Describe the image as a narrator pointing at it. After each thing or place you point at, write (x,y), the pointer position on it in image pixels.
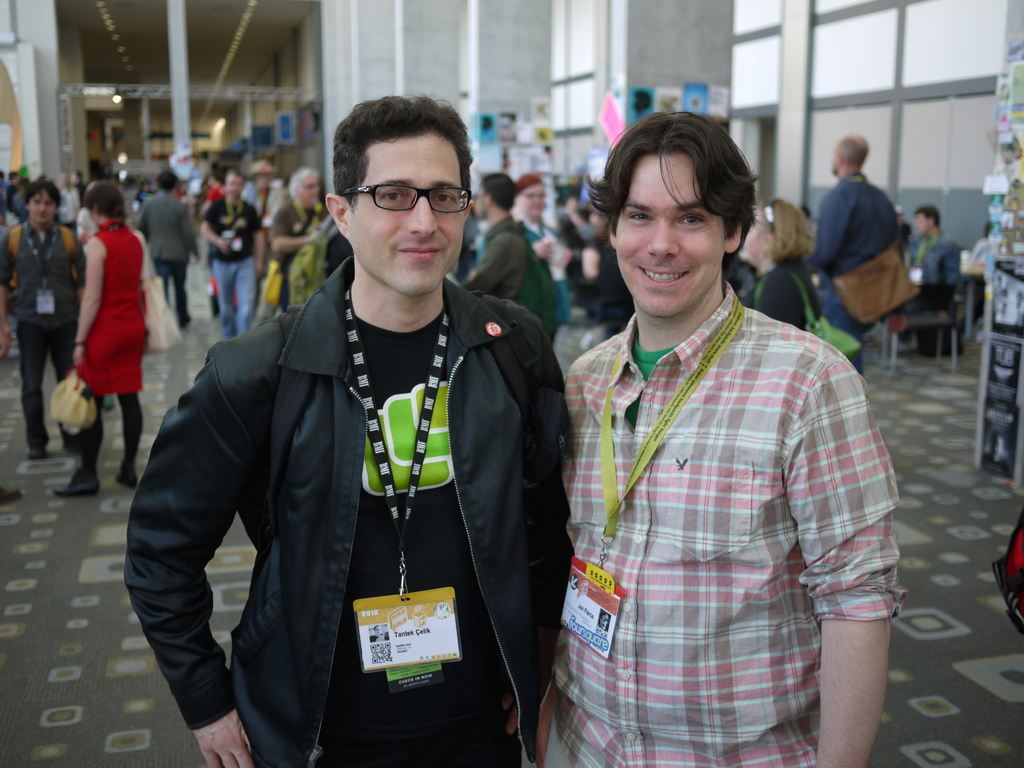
In this image we can see few people (597,282) standing on the floor (84,607), few posts (652,111) attached to the pillar (648,43) and a board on the right side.
